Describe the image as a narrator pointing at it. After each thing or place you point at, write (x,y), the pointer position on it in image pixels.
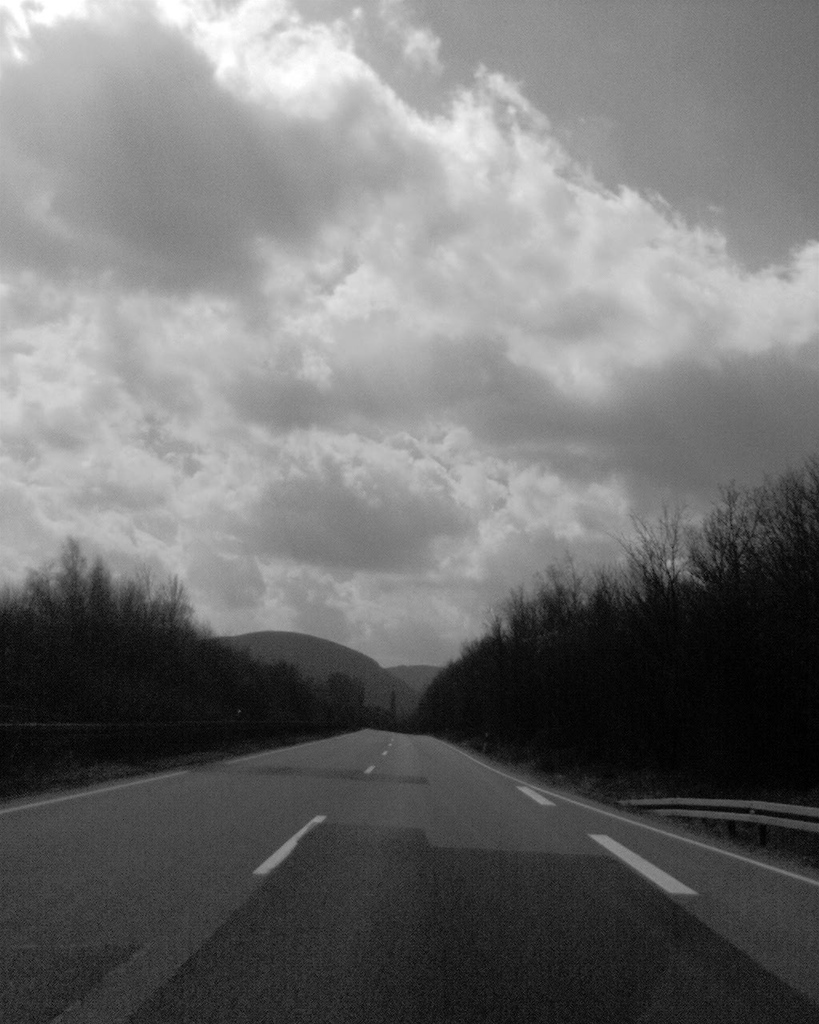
I see this is a black and white image and I see the road (376,784) on which there are white lines (684,886) and I see the trees (347,703). In the background (386,229) I see the cloudy sky (279,340).
